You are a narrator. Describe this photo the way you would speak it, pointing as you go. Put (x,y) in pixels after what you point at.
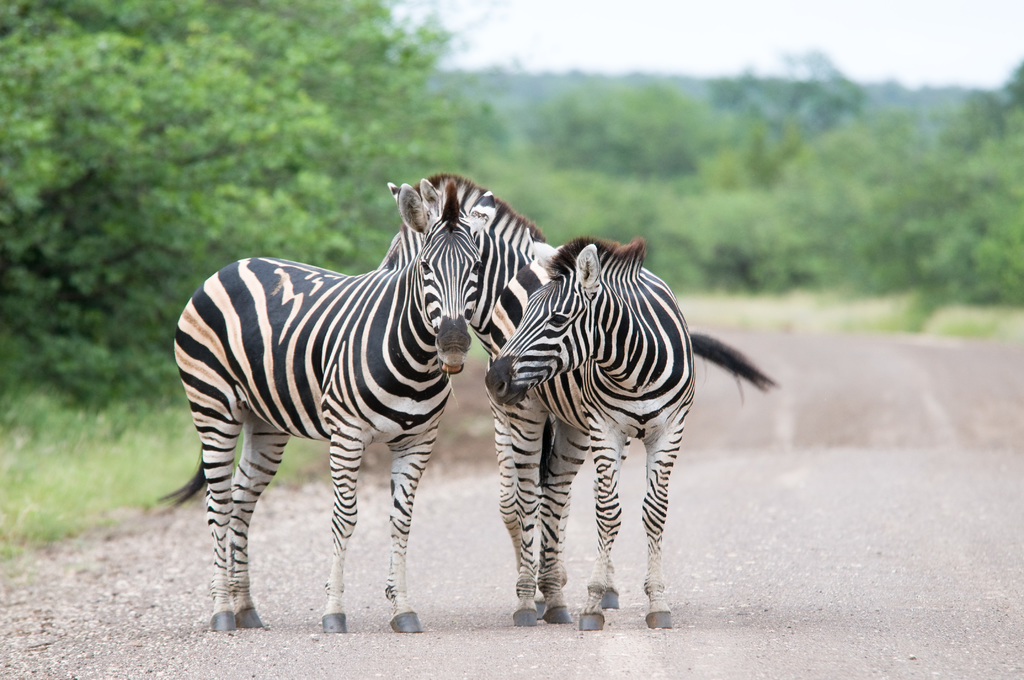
In the center of the image (358,382) we can see a few zebras (494,384) on the road (492,497). In the background (52,171), we can see the sky (551,9), clouds (959,27), trees (1015,125), grass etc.
